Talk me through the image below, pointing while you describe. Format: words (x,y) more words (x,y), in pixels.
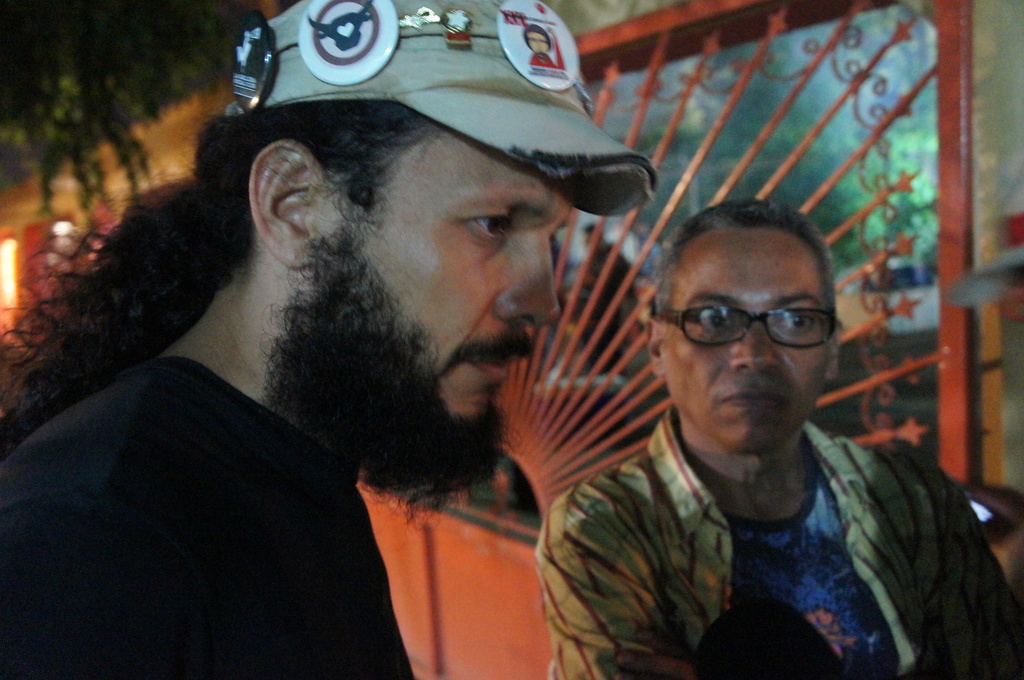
In this picture we can see the man (344,324) with beard (344,324) and cap (473,69) on the head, standing in front (266,586) and looking on the right side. Beside there is a another man (687,360) with specs (731,322) is looking into the camera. Behind there is a grill (531,432) on the wall (498,558).
